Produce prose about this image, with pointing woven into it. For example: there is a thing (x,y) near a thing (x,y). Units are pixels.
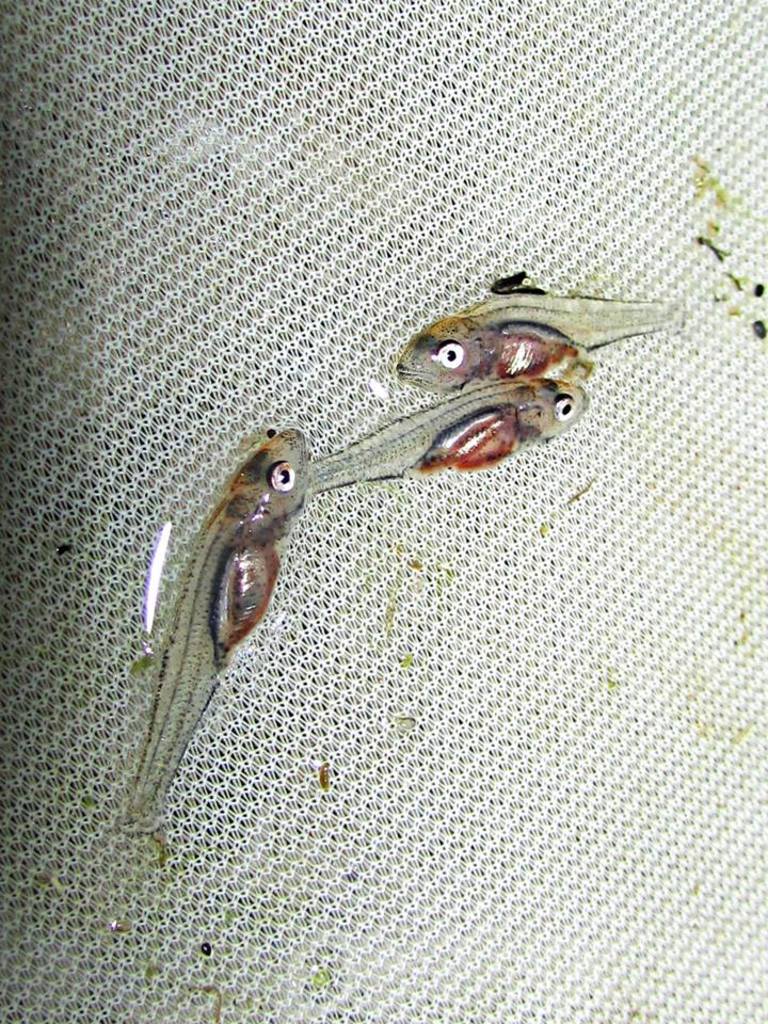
In this picture I can see there are few fishes (210,547) placed on a white surface (432,709).
